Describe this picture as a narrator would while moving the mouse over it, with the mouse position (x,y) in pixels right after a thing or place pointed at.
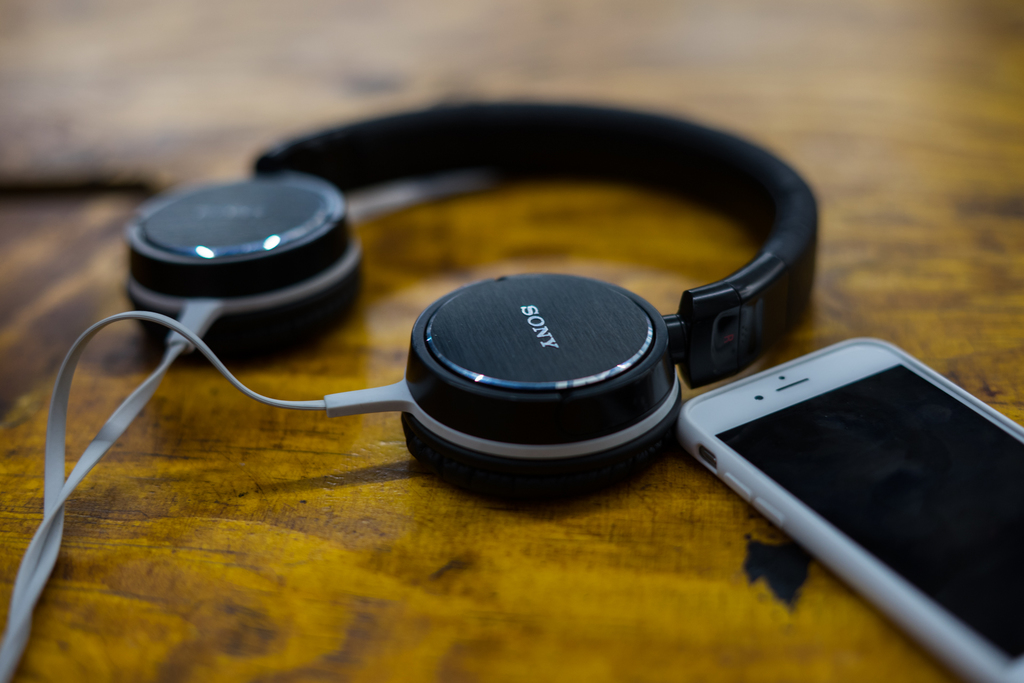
In this picture we can see a mobile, headphones (563,463) on a platform (366,515).
